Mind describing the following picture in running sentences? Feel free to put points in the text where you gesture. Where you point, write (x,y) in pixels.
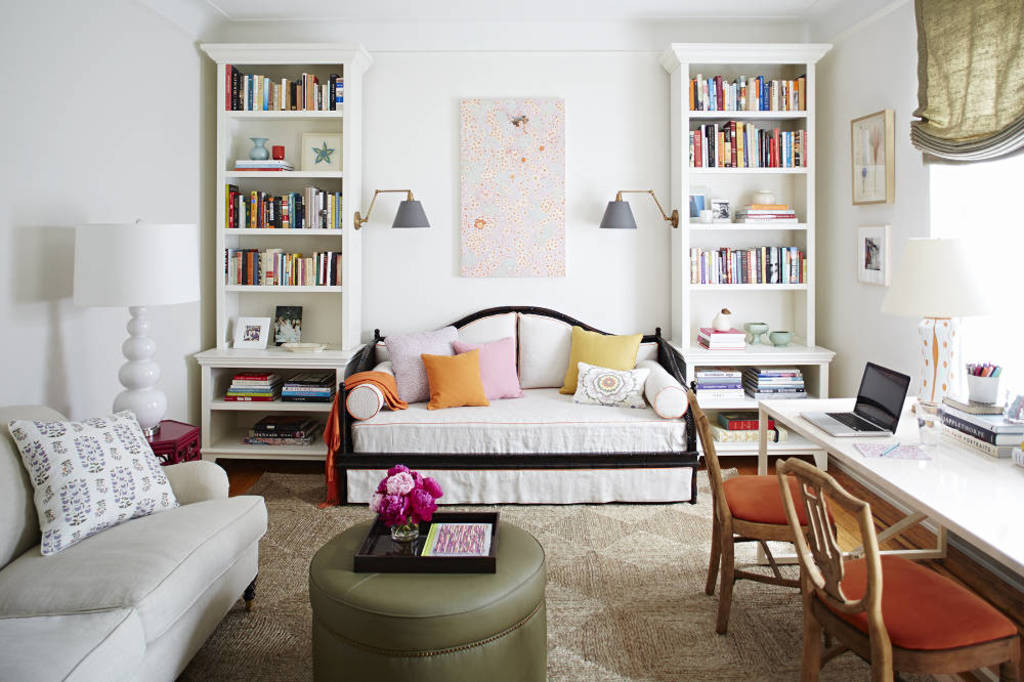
In this image I can see two sofas (552,409) and number of cushions (436,407) on it. Here on this table (959,475) I can see a laptop (881,429) and few chairs (810,508). In the background (282,282) I can see number of books (758,102) on this shelf (720,191). I can also see two lamps (608,222) over here.
